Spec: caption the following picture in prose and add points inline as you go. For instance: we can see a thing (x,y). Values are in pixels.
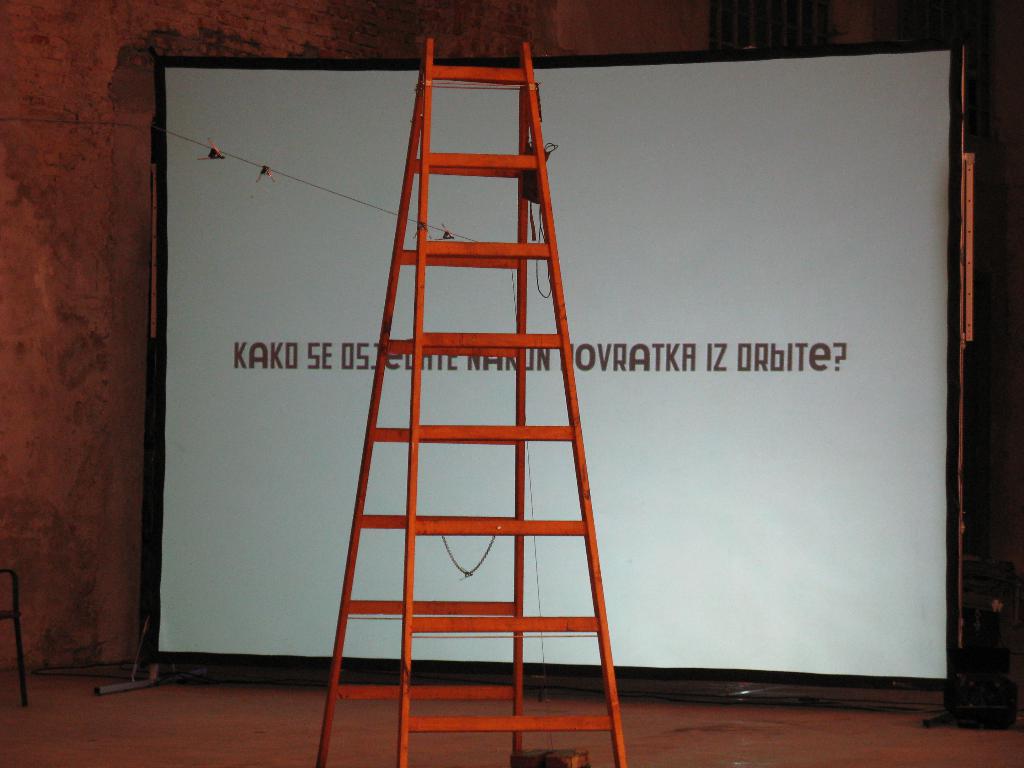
In this image, we can see a ladder (524,437). We can see the projector screen (202,229) with some text (340,370). We can see the ground (147,692). We can see some wires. We can see a black colored object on the left (16,581). We can see the wall (40,564).
